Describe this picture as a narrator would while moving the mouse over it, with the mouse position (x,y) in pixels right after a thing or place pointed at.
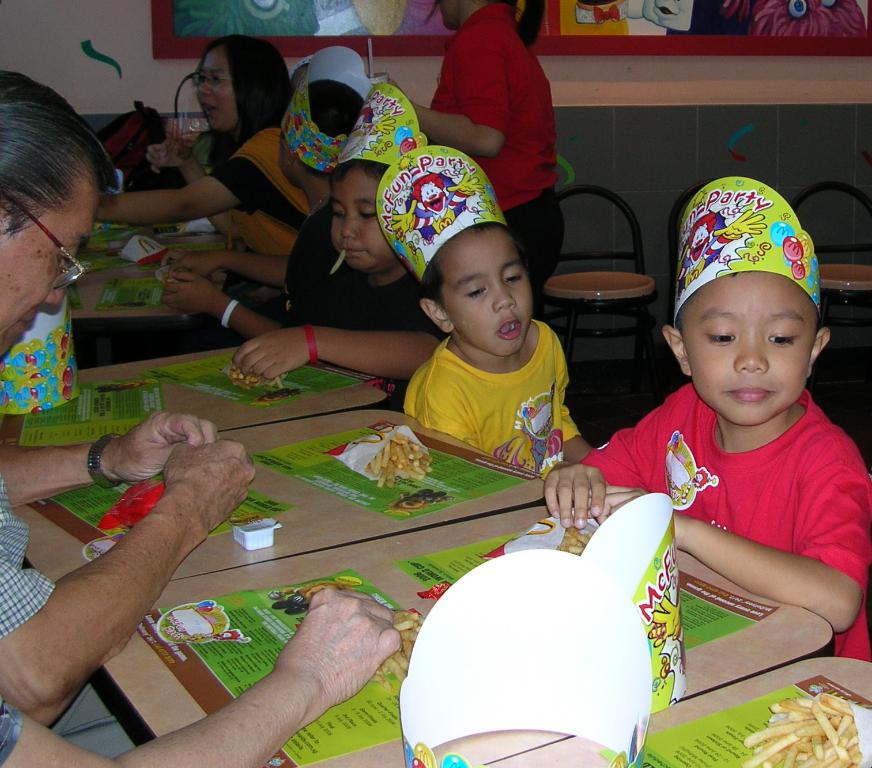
In this picture we can see some food items (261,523) in the packets (144,486), menu cards (90,392) and other objects (663,705) are visible on the tables (670,713). We can see a few people (202,106) and some kids (479,353) are sitting. A person (463,127) is standing. There are a few chairs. We can see a frame (170,40) on the wall (41,21).
